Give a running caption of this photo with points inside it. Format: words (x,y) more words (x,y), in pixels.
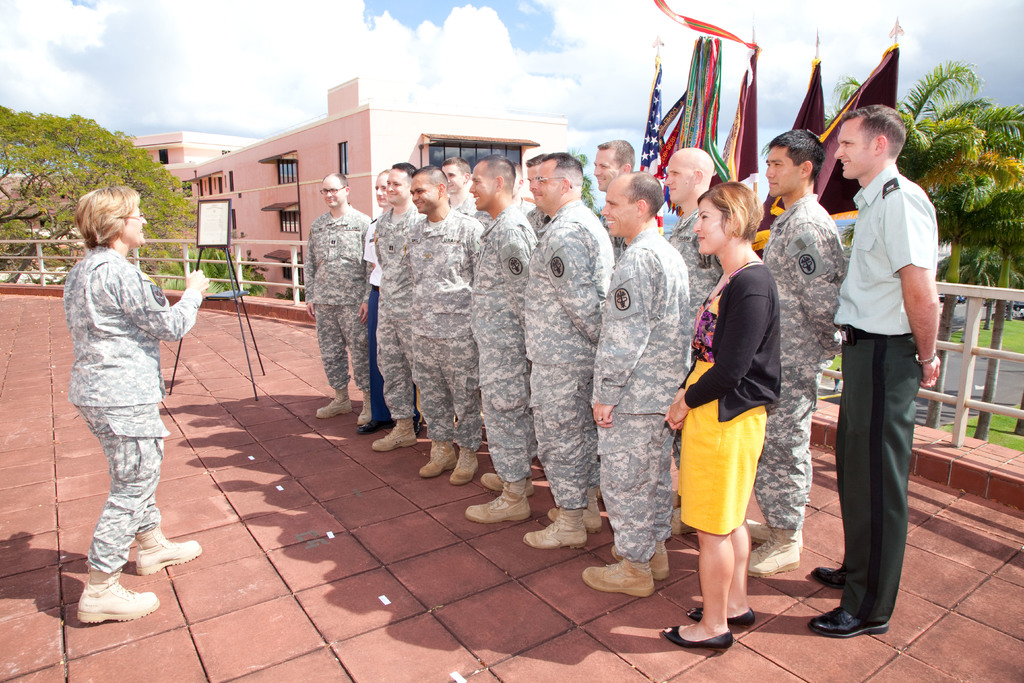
In this image we can see people (451,457) standing on the floor (319,470) and smiling. In the background (627,19) there are trees (978,253), ground (1007,377), buildings (292,203), flags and sky (846,57) with clouds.
